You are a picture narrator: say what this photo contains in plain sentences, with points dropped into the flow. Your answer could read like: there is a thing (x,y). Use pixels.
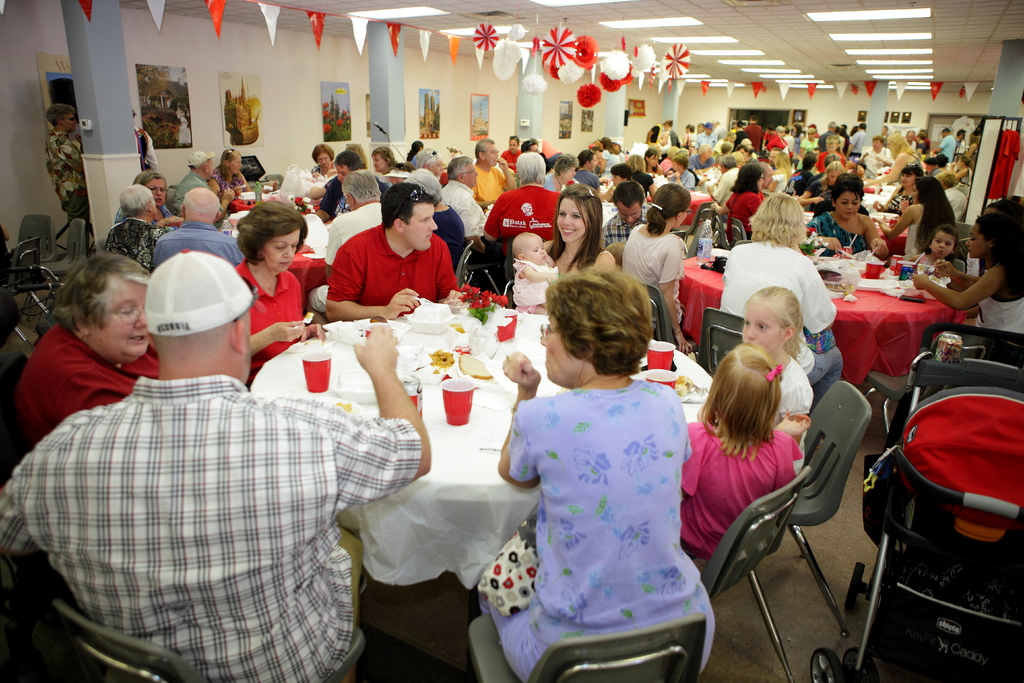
There are people (342,510) sitting on chairs (715,226) and few people (704,140) standing. We can see glasses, flowers (491,289), food (466,360), bottle (703,229) and objects (353,341) on tables (353,356). In the background (149,104) we can see pillars (93,152), microphone (391,138) and posters (248,123) on walls (814,117). At the top (507,72) we can see flags (656,76), decorative items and ceiling lights (638,22). On the right side of the image (958,392) we can see stroller (907,457).
